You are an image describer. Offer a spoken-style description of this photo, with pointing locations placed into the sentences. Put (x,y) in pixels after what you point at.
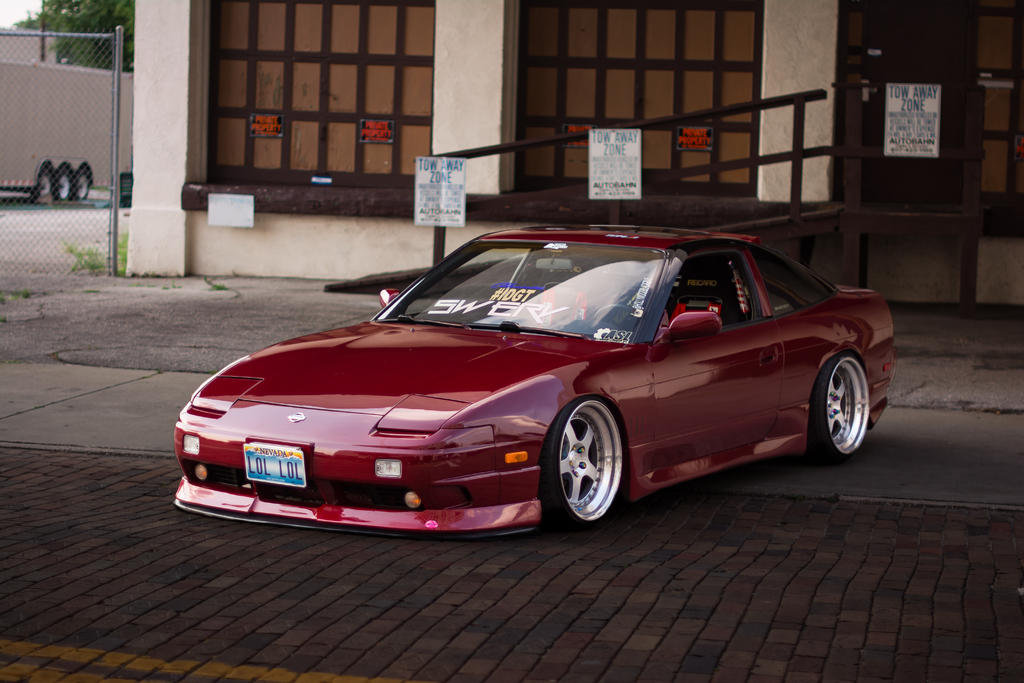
In this picture we can see a car (543,440) in the front (562,243), in the background (578,116) there is a house (629,83), we can see fencing (85,150), a vehicle (54,127) and a tree (88,53) on the left side (81,104), there are some boards (453,203) pasted here, there is the sky (15,3) at the left top of the picture (14,9).
